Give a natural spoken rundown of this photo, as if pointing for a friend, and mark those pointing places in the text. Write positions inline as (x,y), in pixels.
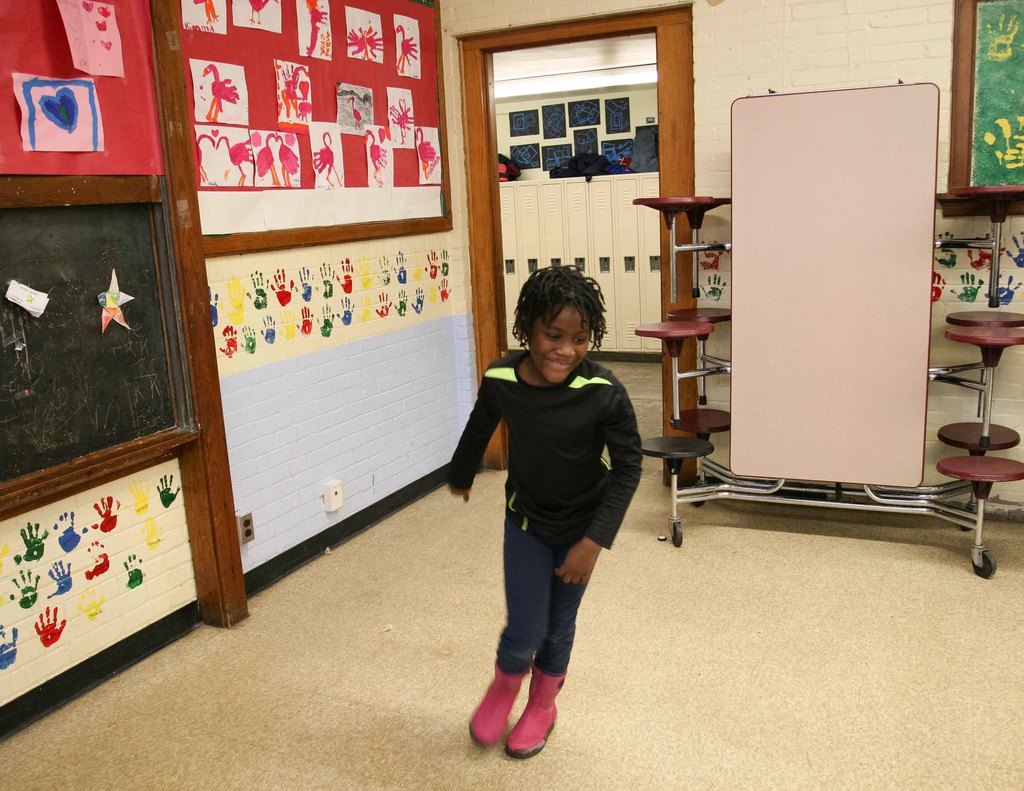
In the center of the image (564,337) there is a girl (596,305). In the background of the image (495,205) there is door (473,151). There is wall (754,44). There are boards (369,90) on the wall (233,342). At the bottom of the image (651,697) there is floor (642,696).
